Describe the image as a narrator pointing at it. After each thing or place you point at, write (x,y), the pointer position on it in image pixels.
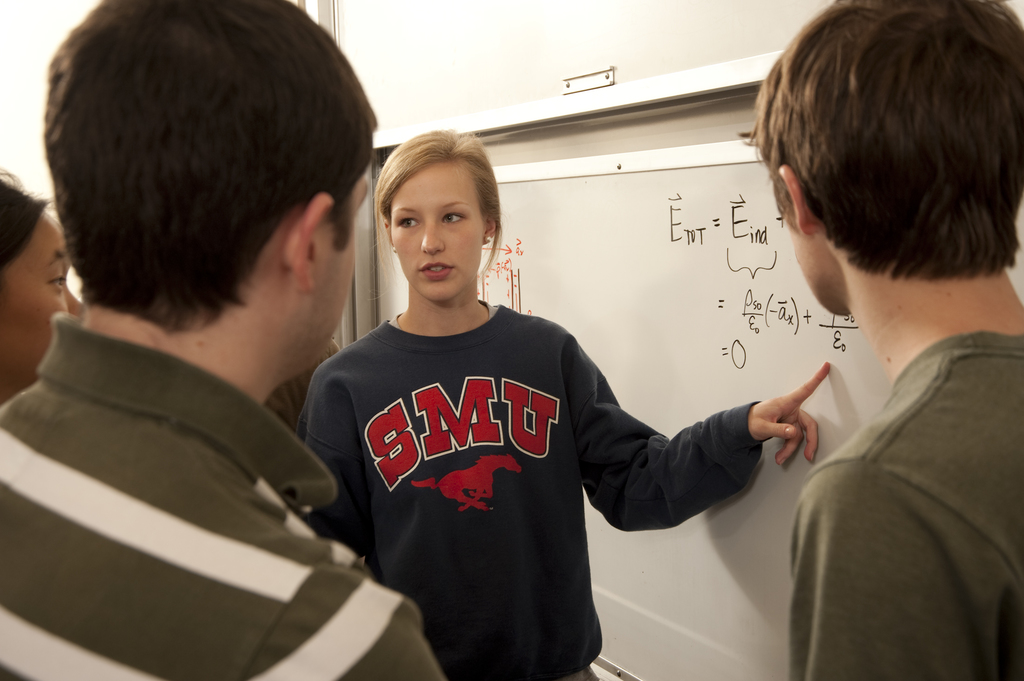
In this picture we can see a group of people (366,449) standing and a woman (447,470) is explaining something. On the right side of the people (560,440) there is a white board (536,278) and on the board (641,266) it is written something. At the top of the whiteboard (607,157), it looks like a projector screen (651,58).
